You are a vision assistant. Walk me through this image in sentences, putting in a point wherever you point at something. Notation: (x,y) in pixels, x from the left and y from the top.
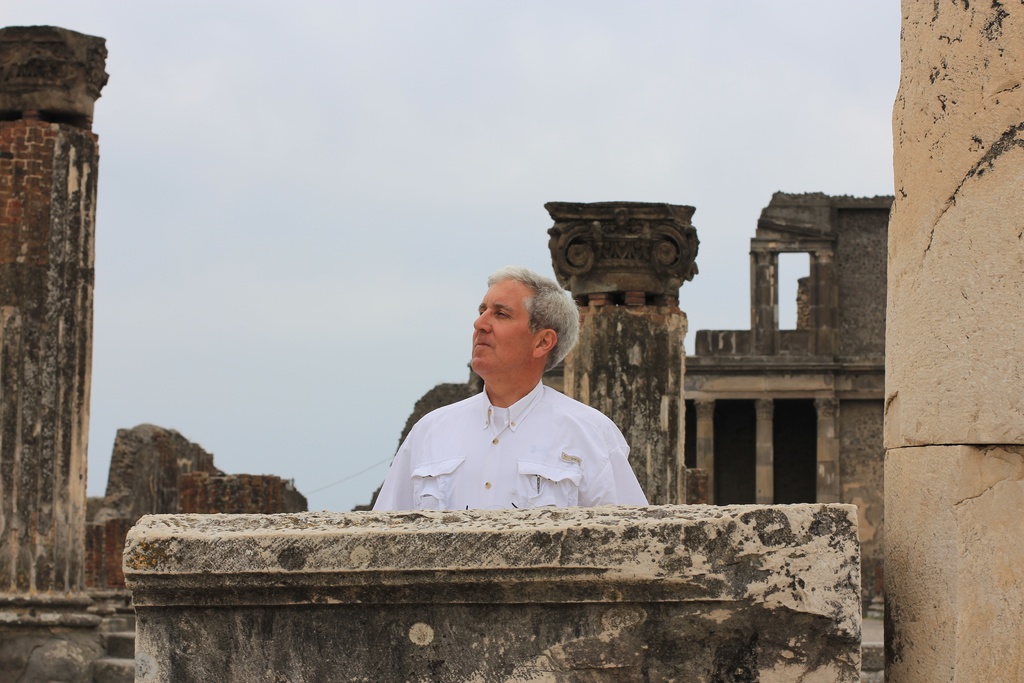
In this picture we can see a man (462,491) wearing white shirt (536,479), standing in the front (536,479) and looking to the left side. Behind we can see the damage fort (696,376) and pillars (673,413). In the front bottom side there is a small wall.
